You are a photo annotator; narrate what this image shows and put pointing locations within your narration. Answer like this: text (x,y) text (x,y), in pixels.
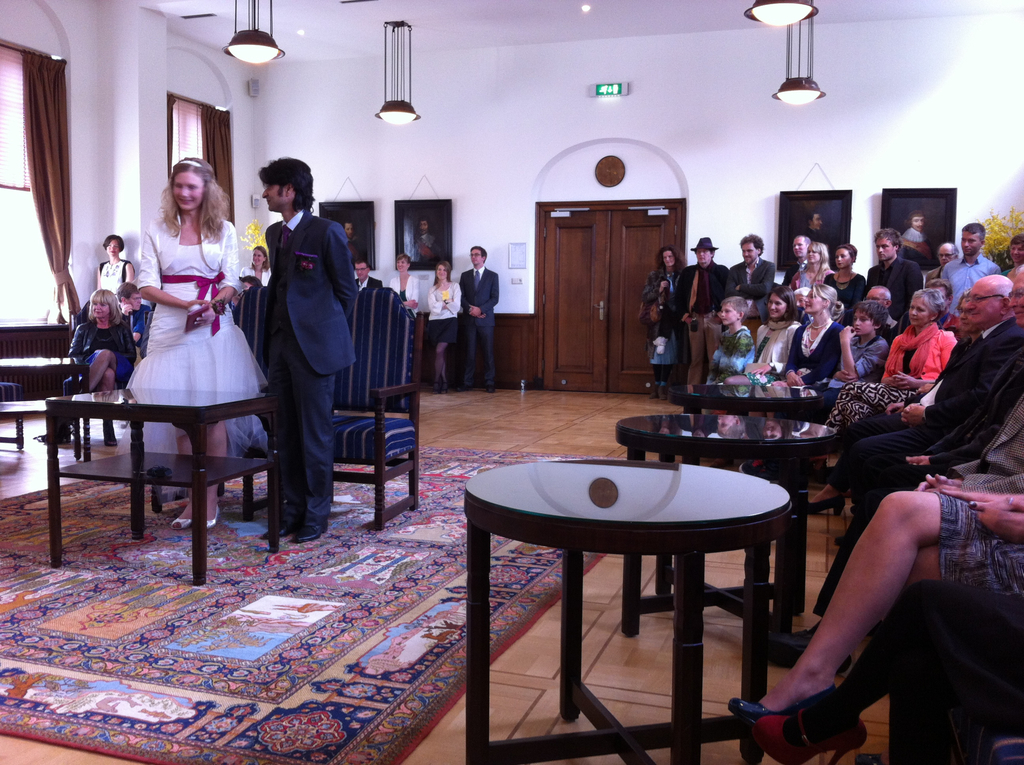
In this picture there are a group of people (836,487) sitting in the right side of the picture (902,538) and there are two people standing here. In the backdrop (577,314) there is a door (550,220) and there are photo frames (407,202) attached to the wall (393,221) and we have some lights (259,58) attached to the ceiling (198,9).
